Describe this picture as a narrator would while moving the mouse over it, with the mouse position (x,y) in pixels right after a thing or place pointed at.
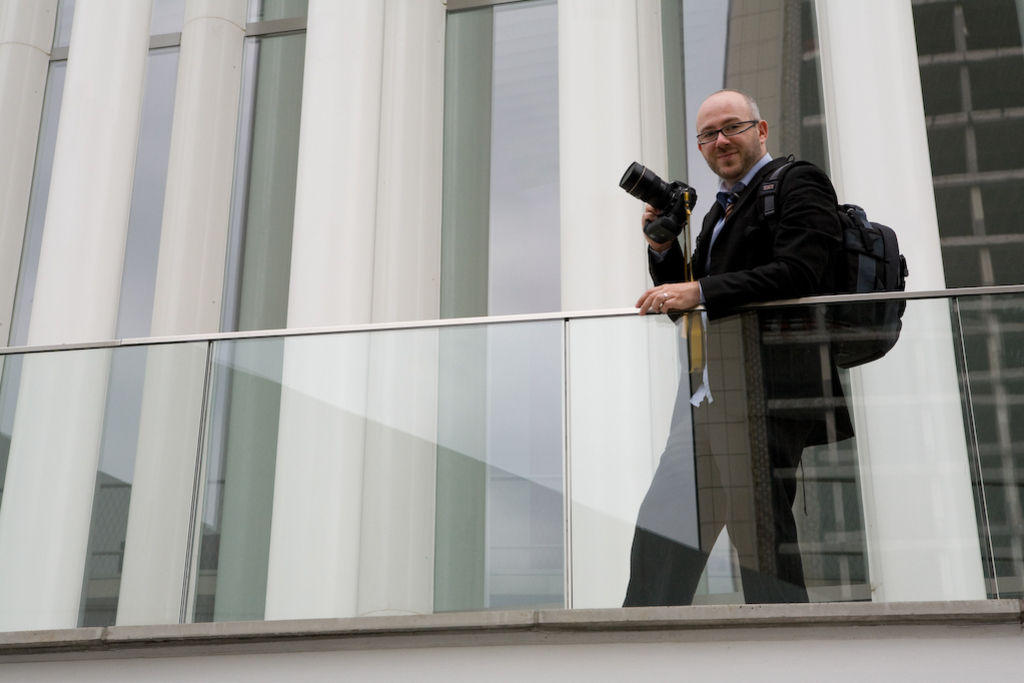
In this picture I can see a person (724,242) standing and holding the camera (662,218). I can see the glass wall (532,474). I can see the building (291,215) in the background (416,116).
